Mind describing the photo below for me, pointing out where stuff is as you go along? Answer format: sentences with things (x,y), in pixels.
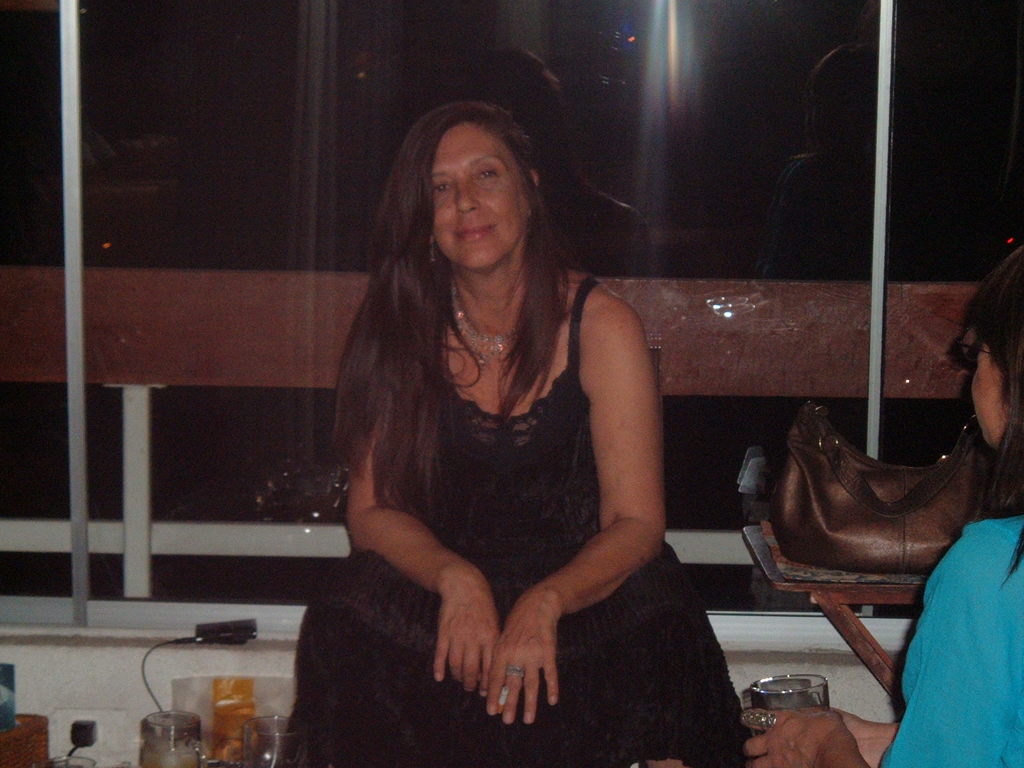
In this image we can see a woman (511,365) sitting and posing for a photo and to the side, we can see a handbag (896,496) on the table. There is a person (998,519) on the right side of the image (1006,620) and we can see some other objects (206,711).
